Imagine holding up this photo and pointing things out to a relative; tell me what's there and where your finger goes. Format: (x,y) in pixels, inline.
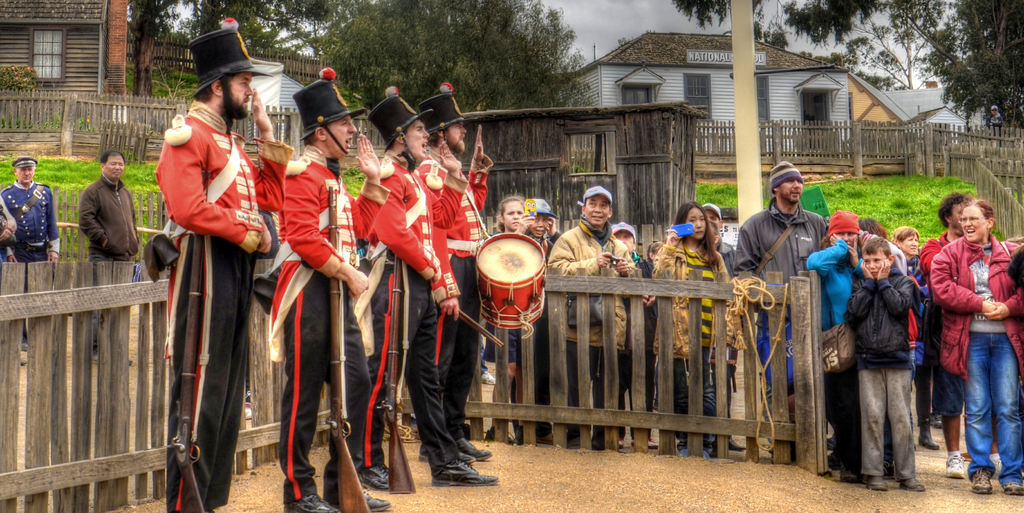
In this picture we can see four men (369,186) wore cap (314,106) holding gun (333,292) in their hands (259,247) and here person (468,256) carrying drum (498,275) and in background (545,219) we can see some people (943,273) standing at fence (596,289) and looking at them, house (679,88) with window (694,97), grass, tree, sky (619,29) so cloudy.
